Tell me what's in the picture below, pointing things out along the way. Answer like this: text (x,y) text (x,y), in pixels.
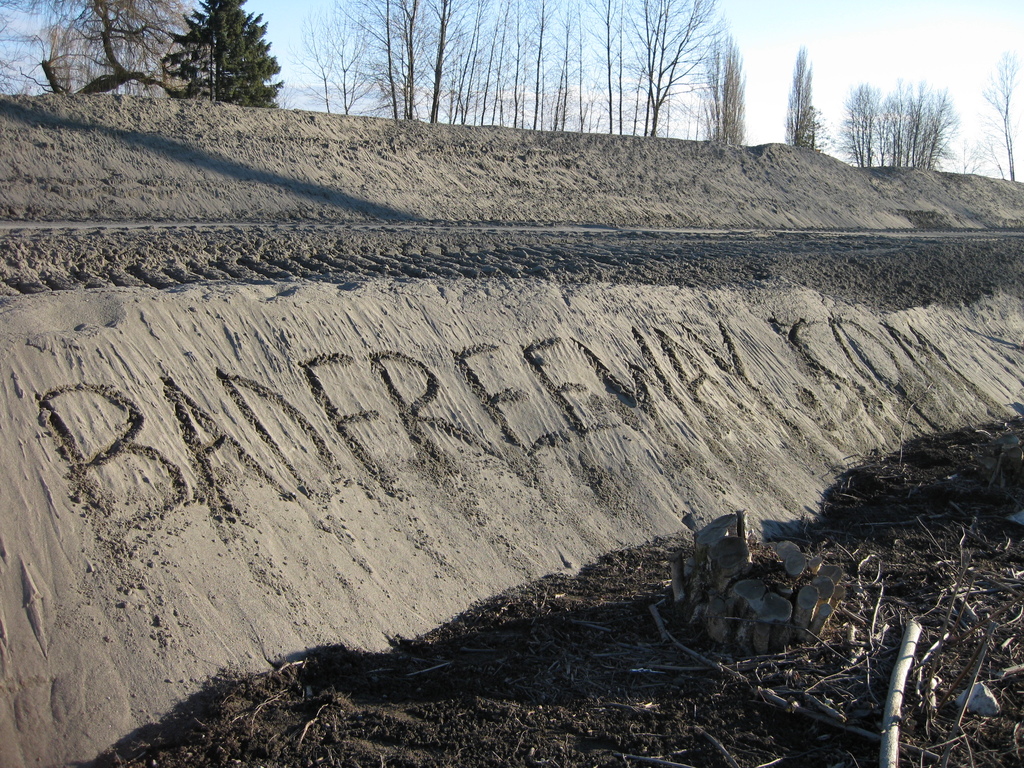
In this picture there are trees (735,100) at the top side of the image (617,123) and there is mud (639,333) at the bottom side of the image (414,594).
